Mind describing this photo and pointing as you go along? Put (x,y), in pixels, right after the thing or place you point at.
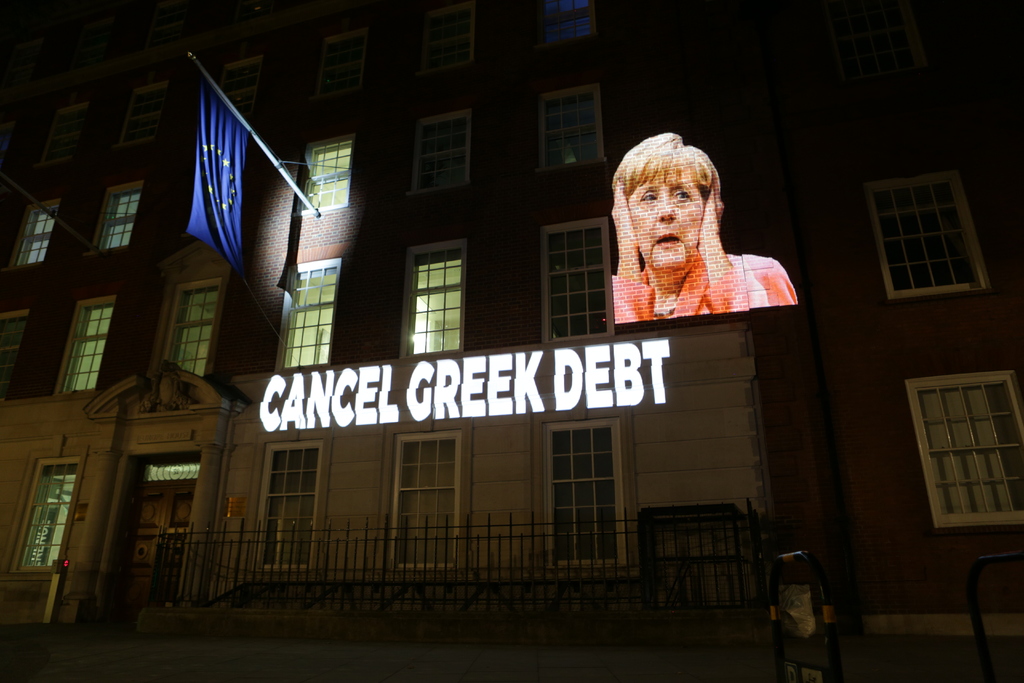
In the center of the picture (573,235) there is a building (418,154), to the building (575,239) we can see windows (96,52), flag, text (479,378) and a woman's picture (699,242) on the wall (674,484). At the bottom (436,649) it is dark. At the top (263,56) it is dark.
